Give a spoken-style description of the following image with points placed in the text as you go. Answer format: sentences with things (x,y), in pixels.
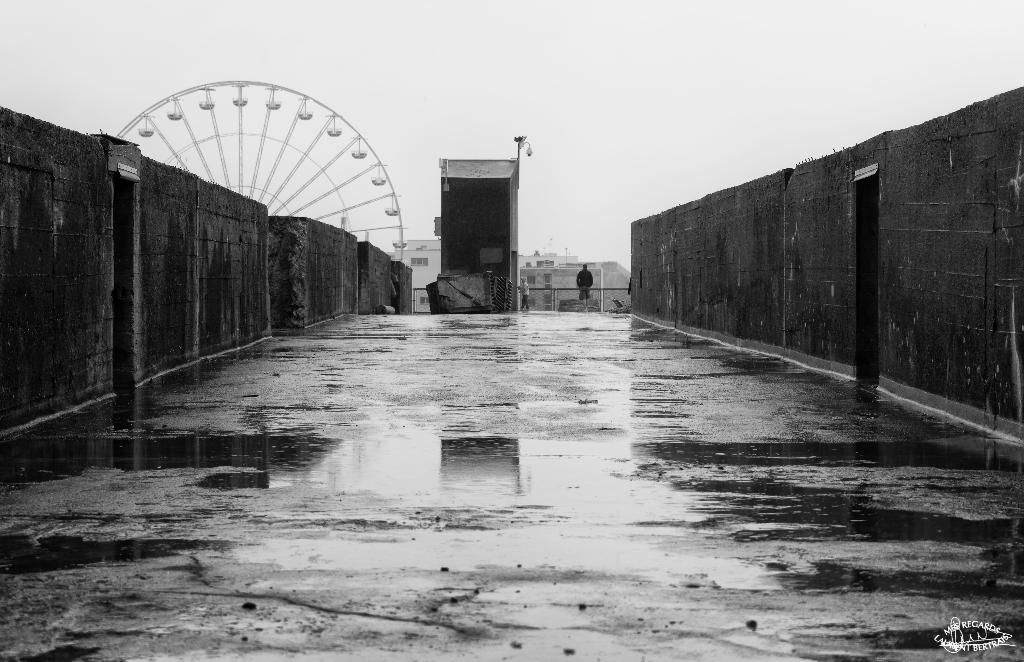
This is a black and white picture. Here we can see walls (916,300). We can see one person (588,300) standing here, wearing a black shirt (586,277) and near to him there is other person (521,293). Behind this wall (405,291) there is a giant wheel (394,226). At the top of the picture (609,74) we can see sky (636,87). Behind to this wall (500,226) there is a building (541,258). We can see water (412,470) on the floor (510,486) over here.
